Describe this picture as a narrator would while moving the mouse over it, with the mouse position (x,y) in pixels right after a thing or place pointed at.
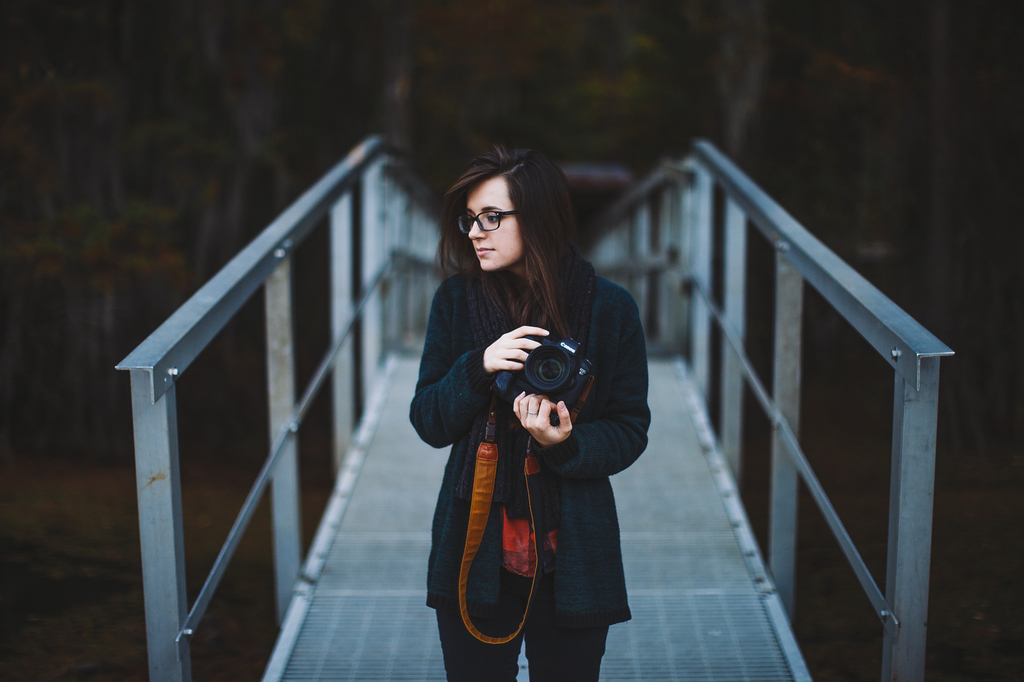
In this image, woman (599,397) is holding a camera (556,376). She stand at the bridge (690,603).
